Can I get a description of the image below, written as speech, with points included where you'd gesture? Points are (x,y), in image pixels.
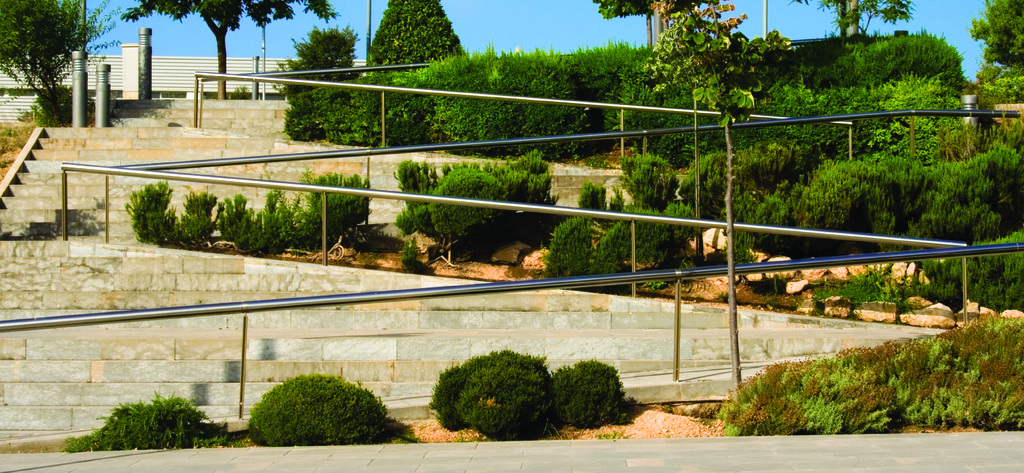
In this picture we can see stairs (325,164), rods (474,97), bushes (374,118), trees (46,94), poles (75,72) are there. At the bottom of the image (637,450) floor (630,448) is there. At the top of the image (534,17) sky (548,19) is there.
